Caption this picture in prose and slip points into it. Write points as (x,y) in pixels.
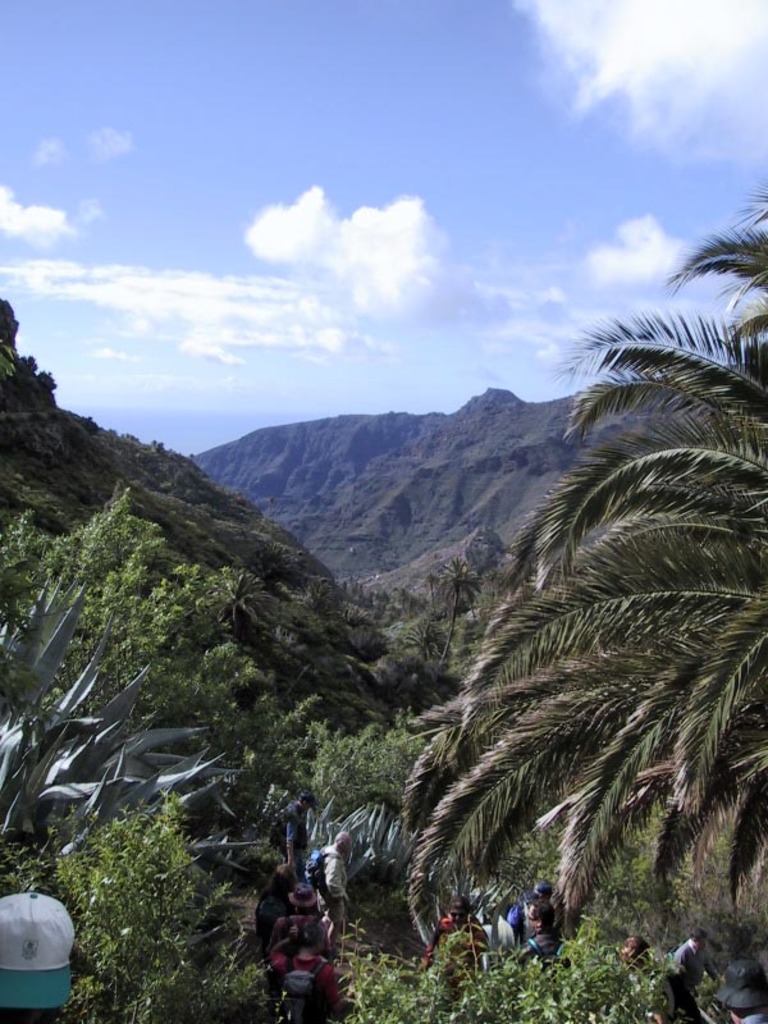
In this image I can see number of trees (670,342), clouds (620,78), the sky (88,91) and here I can see people (739,967). I can also see few of them are wearing caps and few are carrying bags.
